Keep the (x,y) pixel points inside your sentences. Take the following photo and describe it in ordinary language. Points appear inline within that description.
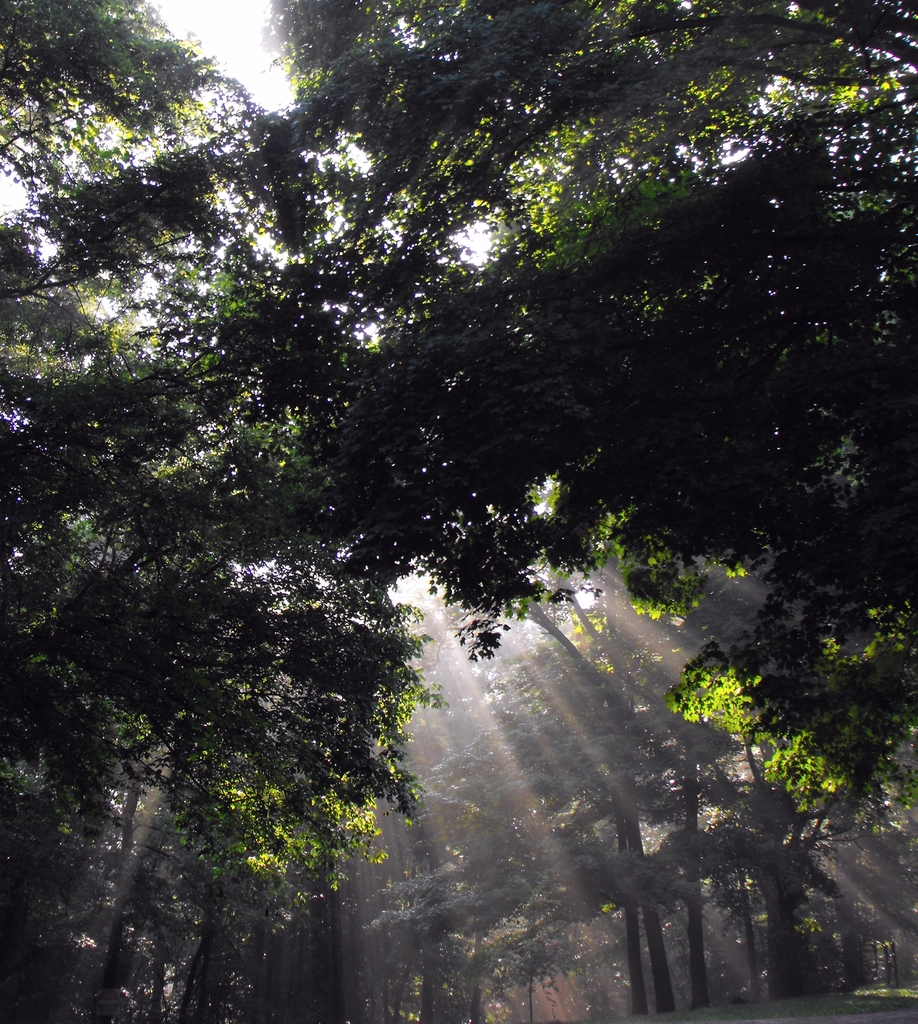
In this image we can see trees (414,881), grass (777,1010) and sky (251,48).
